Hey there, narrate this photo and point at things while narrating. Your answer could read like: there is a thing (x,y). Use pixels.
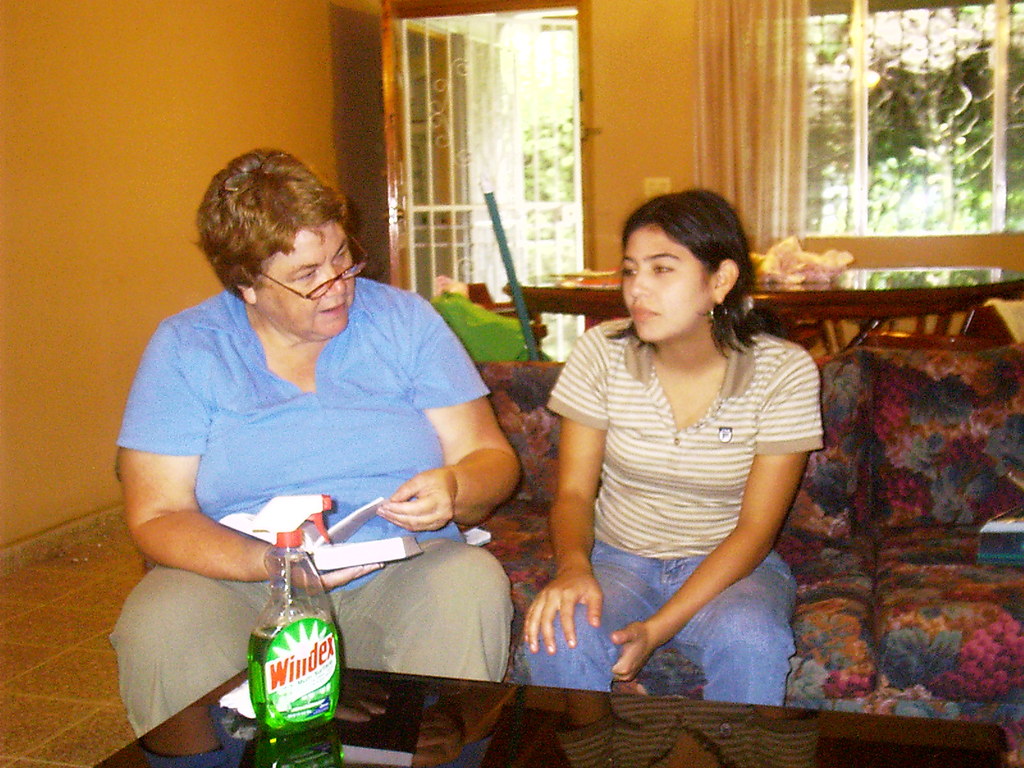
As we can see in the image there is a orange color wall (63,135), window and two people (753,385) sitting on sofa (819,505). In front of them there is a table (581,724). On table (561,723) there is a bottle (324,693).
